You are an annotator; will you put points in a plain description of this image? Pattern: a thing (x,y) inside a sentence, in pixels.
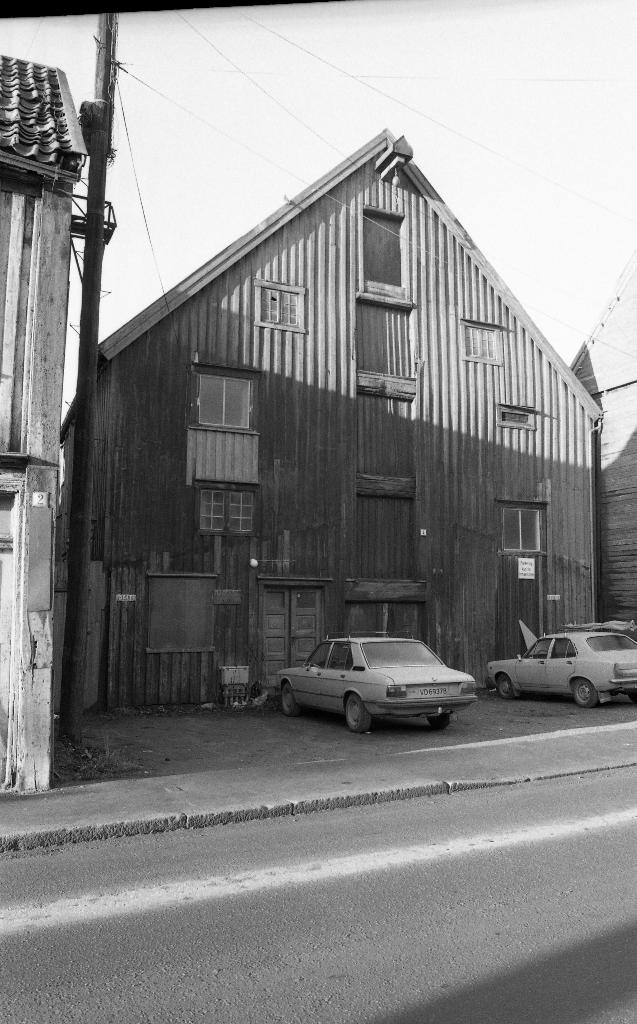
This is a black and white image, in this image there is a road (201,864), beside the road (269,840) there is a pavement (520,736), on that pavement (586,712) there are cars (377,707) and there are houses (34,335) and a pole (79,488).
